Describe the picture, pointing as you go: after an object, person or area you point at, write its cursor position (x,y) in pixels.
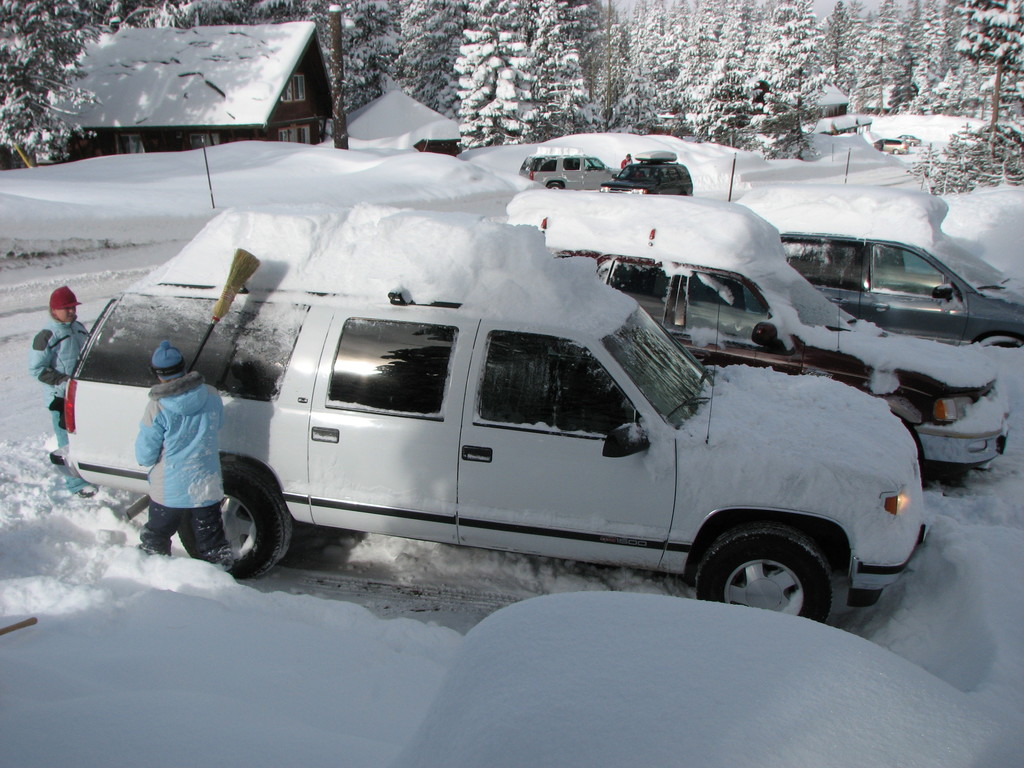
In this image we can see motor vehicles (634,338) on the ground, persons (81,328) standing by holding brooms (244,277) in their hands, buildings (183,104), trees (597,64) and sky (602,1).
